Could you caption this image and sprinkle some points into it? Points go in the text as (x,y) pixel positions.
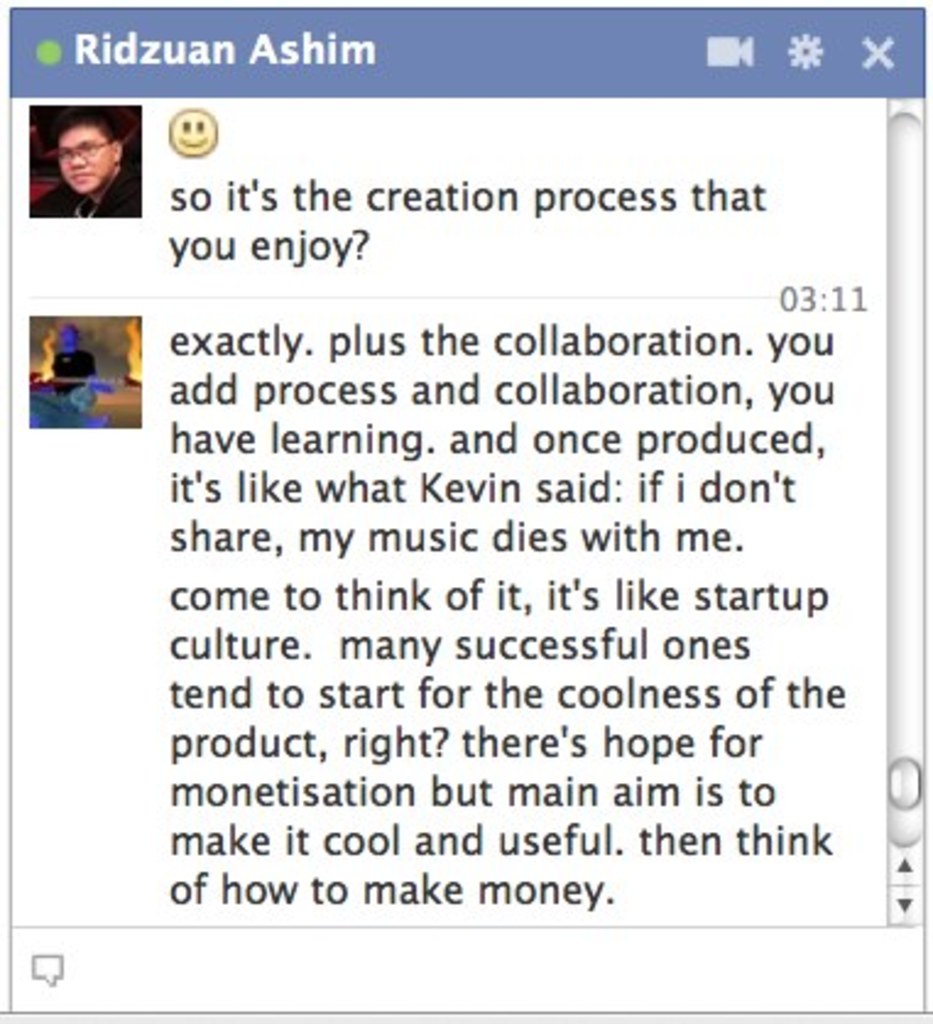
In this image we can see a screen shot (299,811) of a chat (317,811), and some matter (365,700) is written on it, there are two images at the left top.
